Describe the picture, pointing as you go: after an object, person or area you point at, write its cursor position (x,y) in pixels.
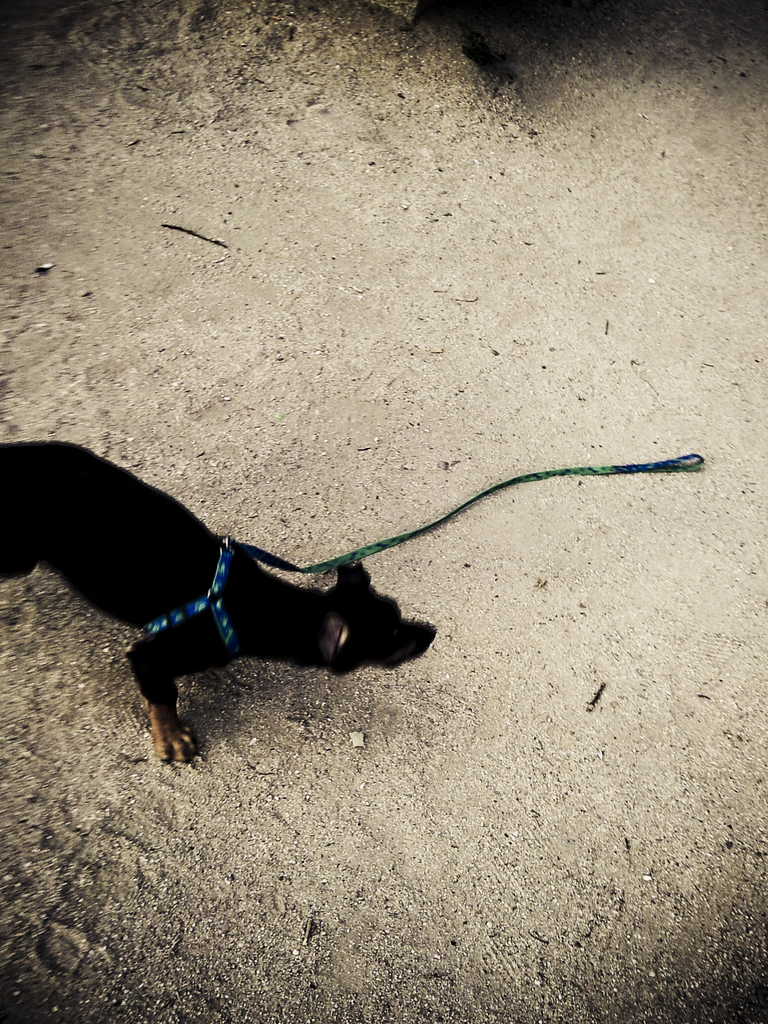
In this image we can see the black color dog (266,593) with the belt (301,570). In the background (446,469) we can see the sand (475,726).
